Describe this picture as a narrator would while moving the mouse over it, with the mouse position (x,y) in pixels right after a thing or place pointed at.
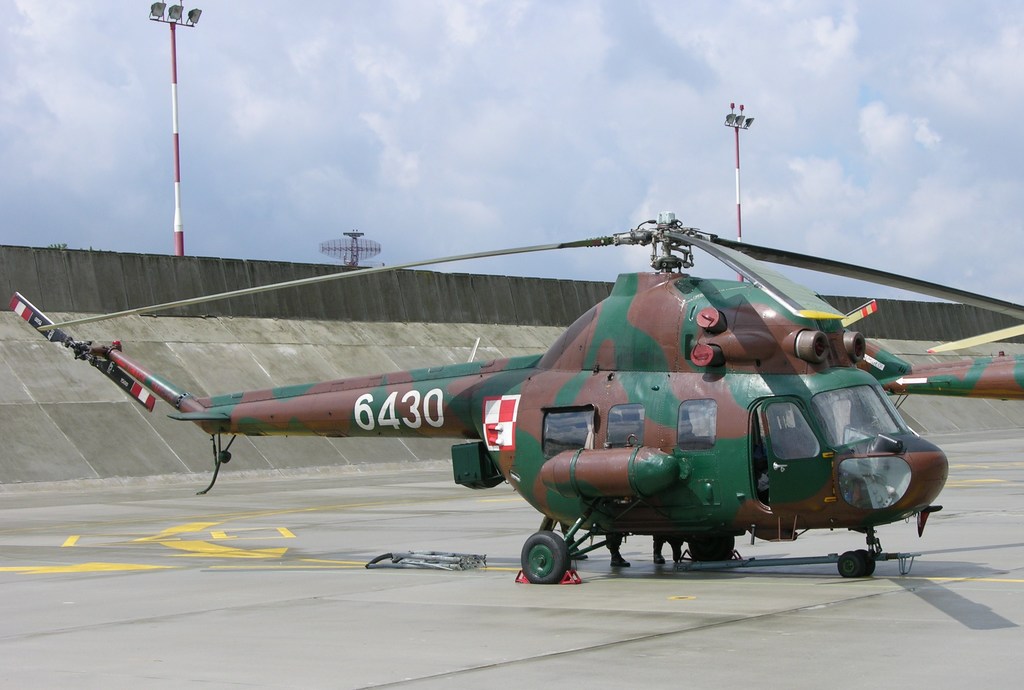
In this picture we can see a helicopter (703,378) on the ground (507,505), wall (153,333), poles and in the background (258,206) we can see the sky (467,88) with clouds (783,71).
